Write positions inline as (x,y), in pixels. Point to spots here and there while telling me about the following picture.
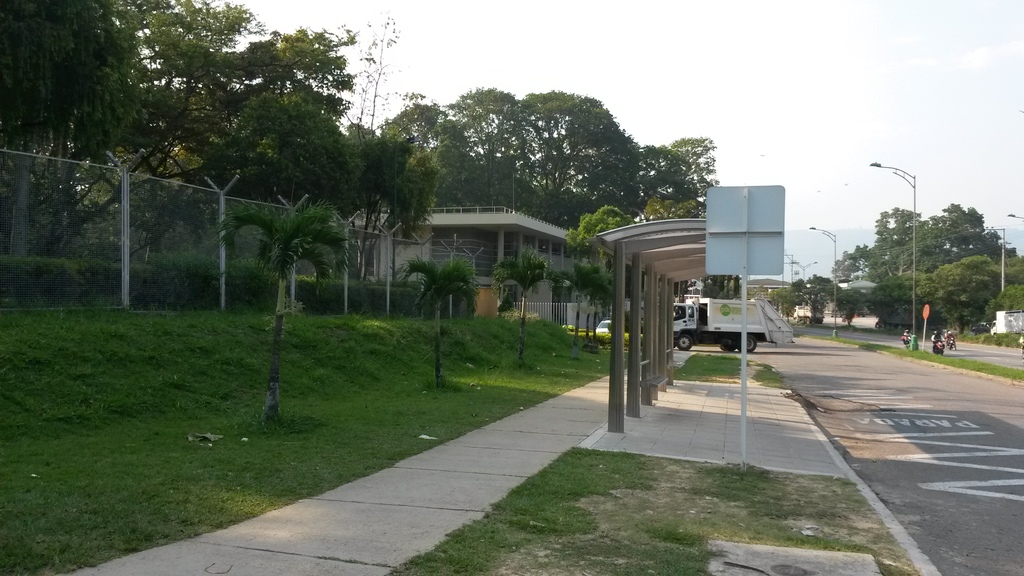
In the right side of the image (696,332) there are vehicles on the road (829,402). At the bottom of the image (196,447) there is grass (219,471) on the surface (247,452). On the left side of the image (203,268) there is a metal fence (240,257). In the background of the image (533,285) there are buildings (514,223), trees (549,215), street lights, sign boards (762,255) and sky (779,63).
